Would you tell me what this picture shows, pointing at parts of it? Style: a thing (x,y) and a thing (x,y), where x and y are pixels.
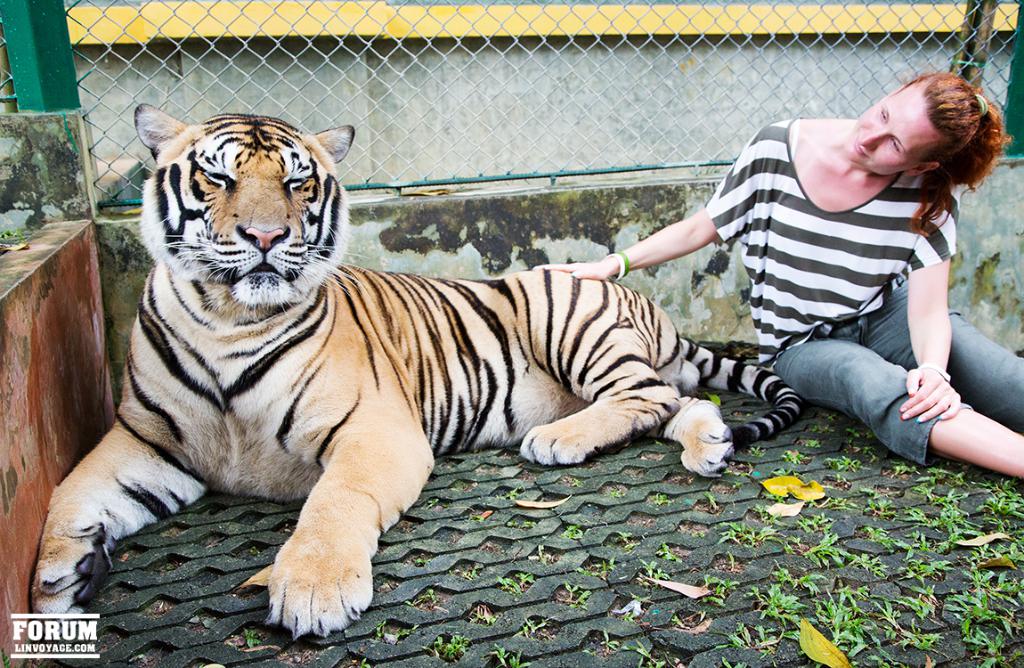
This image is taken outdoors. At the bottom of the image (603,604) there is a floor (550,591). On the right side of the image (926,234) a woman (895,258) is sitting on the floor (1014,491). In the middle of the image (464,354) there is a tiger (330,442) on the floor (472,509). In the background (71,243) there is a wall (21,204) and there is a mesh (558,115).
